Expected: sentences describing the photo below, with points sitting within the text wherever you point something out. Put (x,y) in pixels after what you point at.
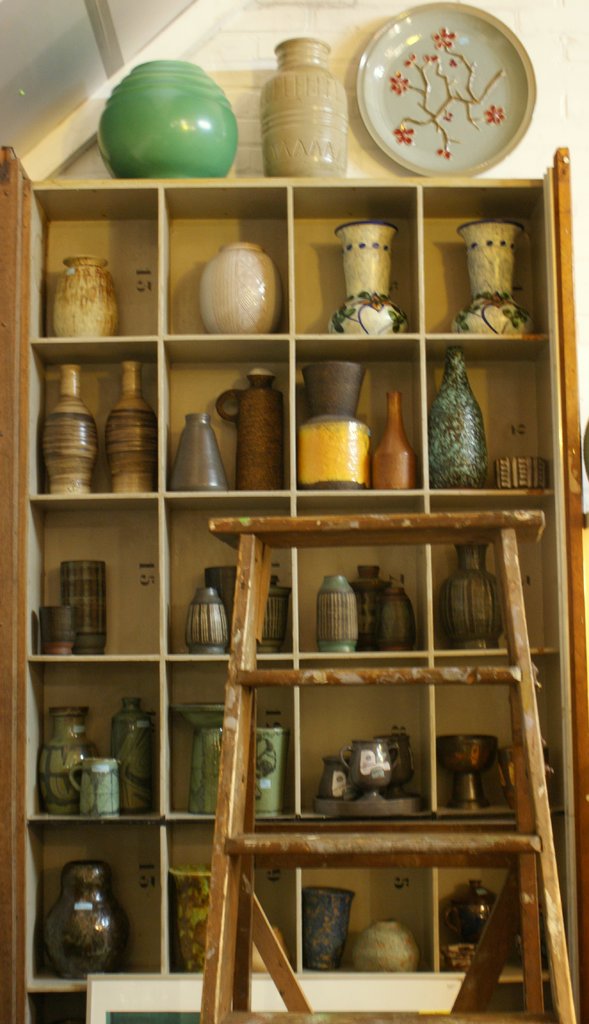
In this picture I can observe a shelf (223,422). There are some porcelain jars (118,424) and objects (348,767) placed in the shelf (83,668). I can observe a stand (275,943) on the right side (510,588).
